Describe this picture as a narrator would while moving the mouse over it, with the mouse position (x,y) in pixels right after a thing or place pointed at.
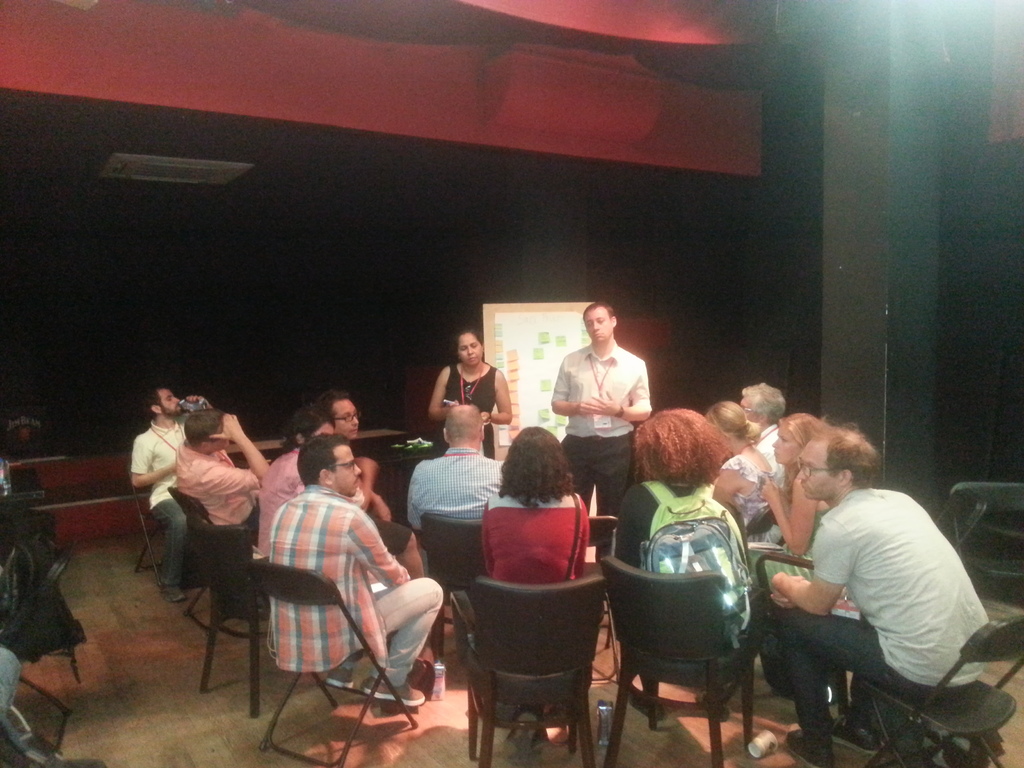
In this image there are two people (485,367) standing, behind them there is a board (524,389), in front of them there are a few people (500,570) sitting on their chairs (509,635). In the background (592,268) there is a wall (283,296) with black color and pillar (859,248).
